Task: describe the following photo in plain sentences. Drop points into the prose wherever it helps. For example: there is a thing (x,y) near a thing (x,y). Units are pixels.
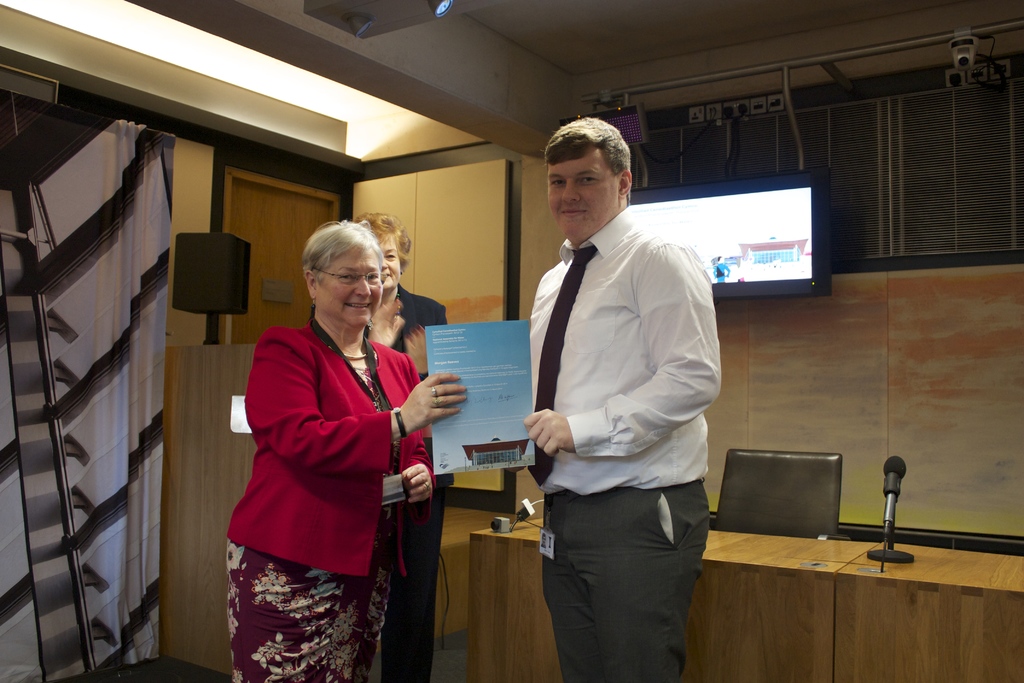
In the center of the image (602,334) we can see man (582,335) and woman (274,512) holding a certificate (480,384). In the background (117,219) we can see persons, curtain (165,242), speaker (213,245), television (713,223), camera (955,48), window (960,168), switch boards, mic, chair (823,464) and wall (759,349).
